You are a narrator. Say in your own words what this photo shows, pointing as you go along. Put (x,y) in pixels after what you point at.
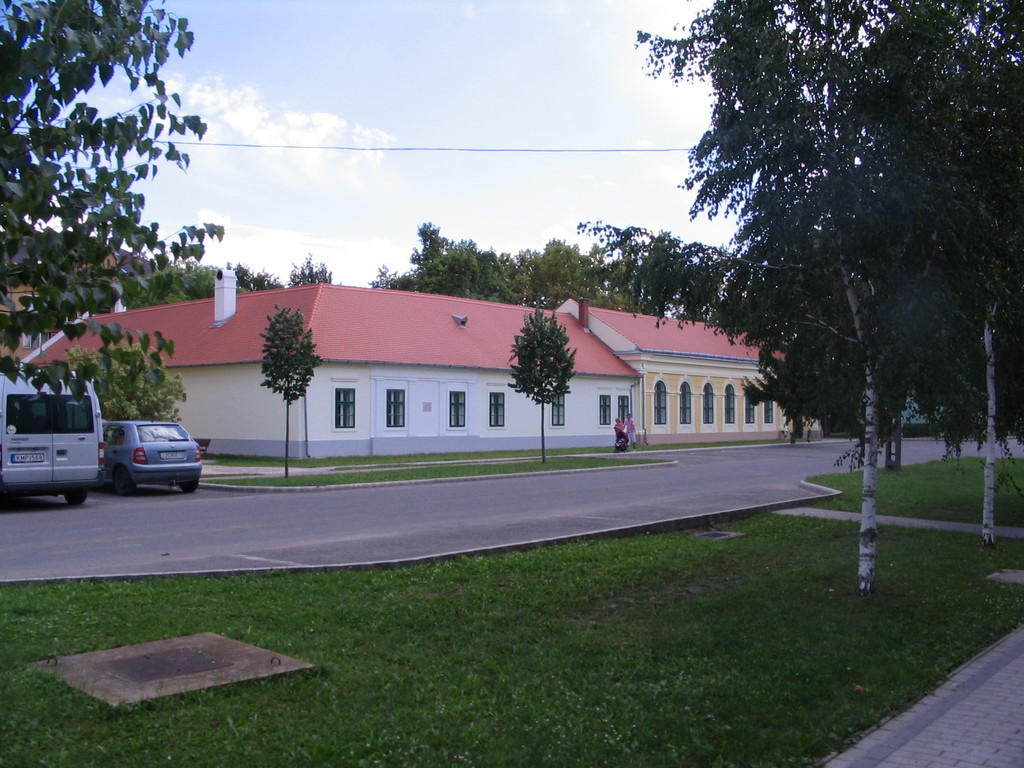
In the center of the image (509,426) we can see the buildings (234,423), windows (686,399), roofs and two people (616,426) are walking and holding a baby trolley (627,449). In the background of the image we can see the trees (965,134), grass (1023,491), road (619,482). On the left side of the image (1,399) we can see two vehicles (193,462). At the bottom of the image (584,691) we can see the ground (697,723) and pavement (874,747). At the top of the image (286,148) we can see the clouds (269,170) in the sky (428,179) and wire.
